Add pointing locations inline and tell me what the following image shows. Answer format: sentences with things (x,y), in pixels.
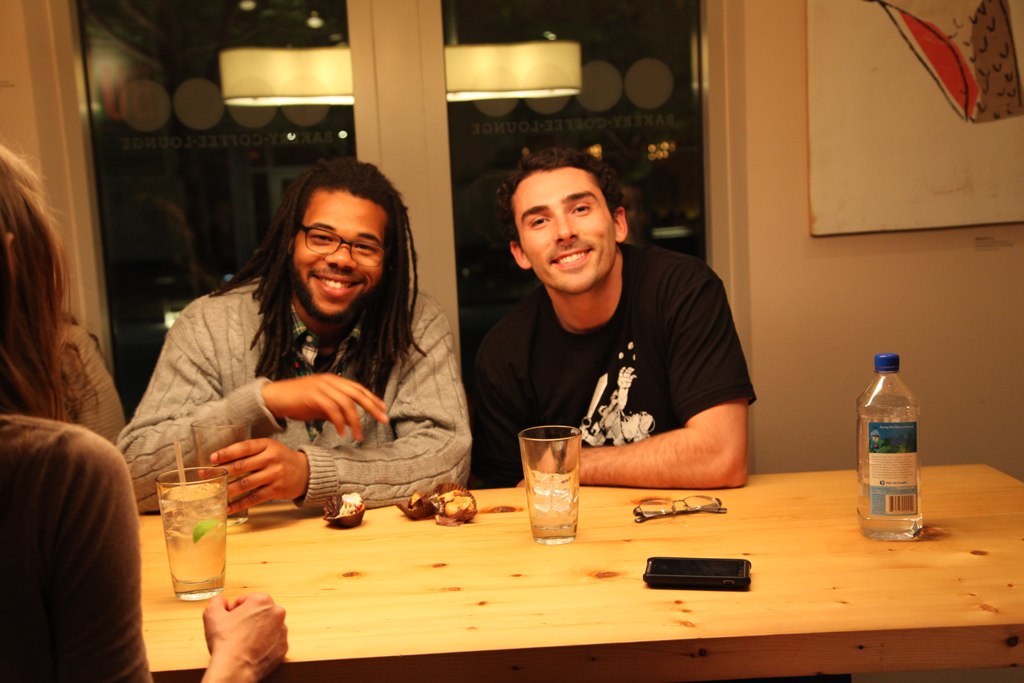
In this picture there are two men (570,331) who are sitting on the chair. To the left (117,556) there is a woman (47,530) and there is also another person (87,403). There is a glass (210,500) and a straw (180,478) on the table (365,585). There is a spectacle (654,512), mobile phone (698,569) and bottle (868,484) on the table (505,591). There is a painting (959,68) of watermelon (973,88) on the wall (942,256). There is a light (348,96) at the background (287,65).
